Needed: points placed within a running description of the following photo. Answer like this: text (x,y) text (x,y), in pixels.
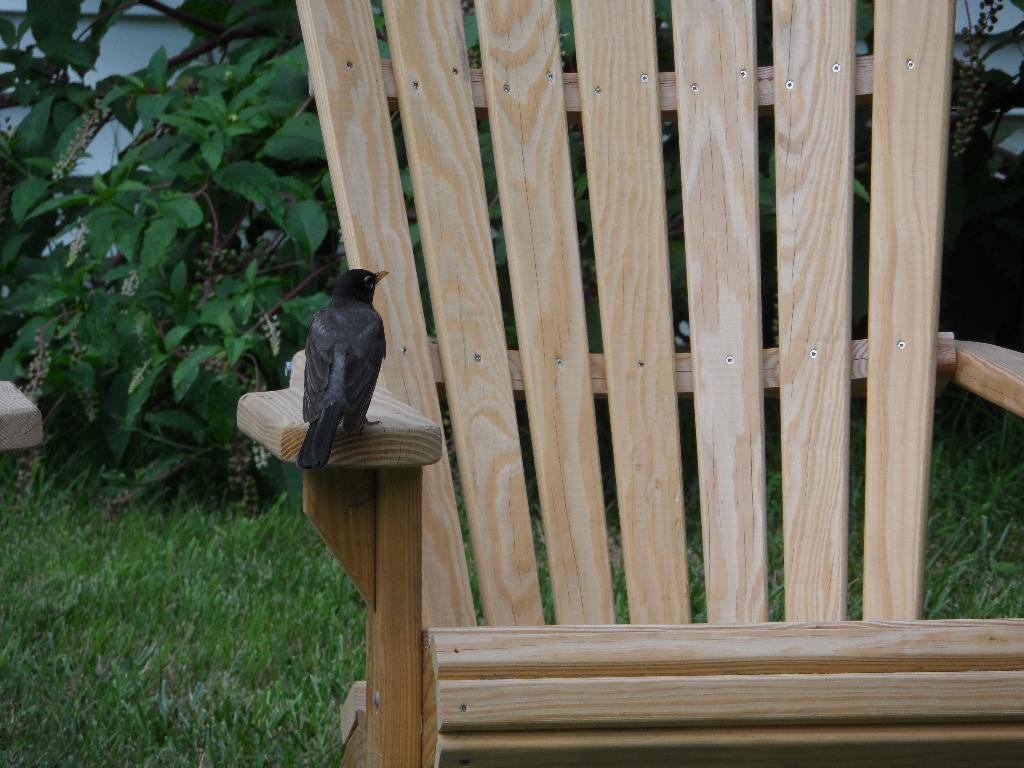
In this picture, we can see a bird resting on the wooden chair (578,708), we can see the ground (63,466) with grass (45,468), and some plants (124,416).
